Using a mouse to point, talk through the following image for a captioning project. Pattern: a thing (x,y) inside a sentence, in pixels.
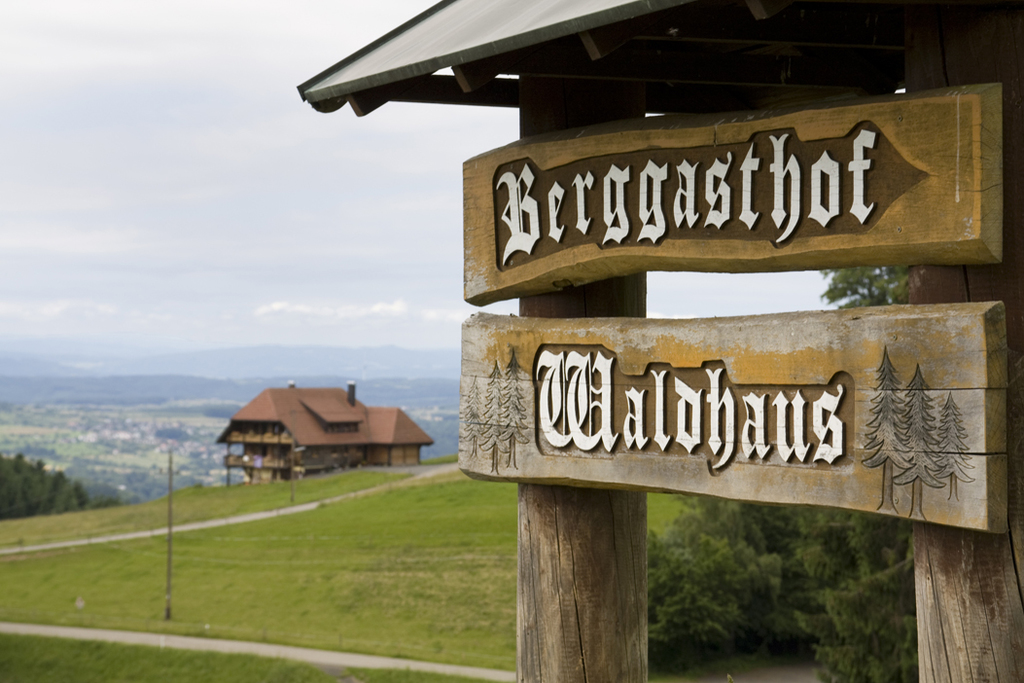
In this image there are trees (4,465) and we can see a shed (273,472). On the right (853,171) there is a board (680,438). In the background (221,359) there are hills (281,361) and sky (305,314).
